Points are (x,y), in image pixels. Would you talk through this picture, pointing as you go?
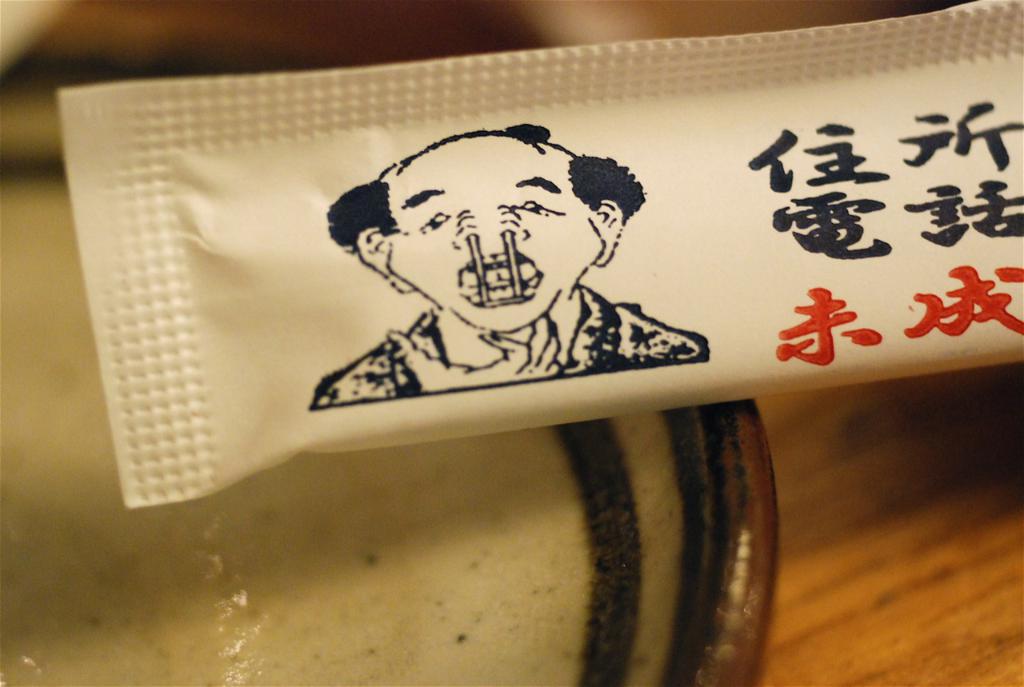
In this image there is a table (795,602) and we can see a bowl (439,576) and a sachet (649,404) placed on the table (885,479).
